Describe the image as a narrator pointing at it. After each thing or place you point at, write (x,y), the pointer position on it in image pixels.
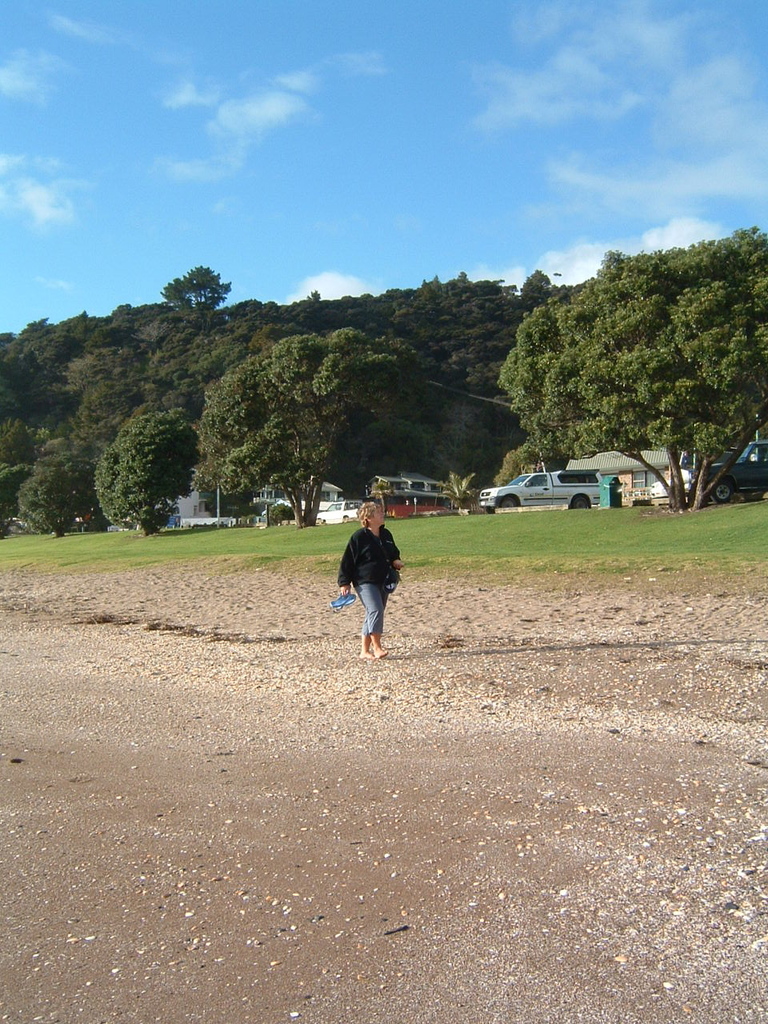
In the center of the image (374,607) there is a lady (377,608) walking on the ground (352,655). In the background (457,393) there are trees (221,468), cars (335,506), building (617,465), sky (430,233) and clouds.
